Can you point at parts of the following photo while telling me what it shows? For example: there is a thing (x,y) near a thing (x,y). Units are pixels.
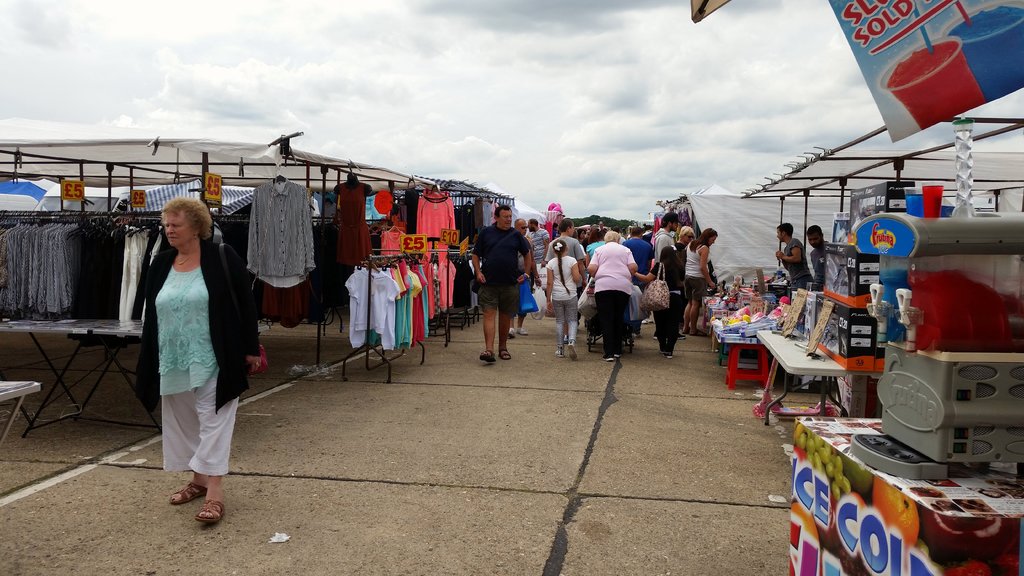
In this image we can see a few people (602,258), there are some tents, also we can see some clothes (265,261) hanged to the hangers (391,361), there are some tables (881,478), on the tables (866,475), we can see the boxes (813,304), machine (872,461), and some other objects (739,309), there are some trees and price boards (462,250), in the background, we can see the sky (471,83) with clouds (630,63).
